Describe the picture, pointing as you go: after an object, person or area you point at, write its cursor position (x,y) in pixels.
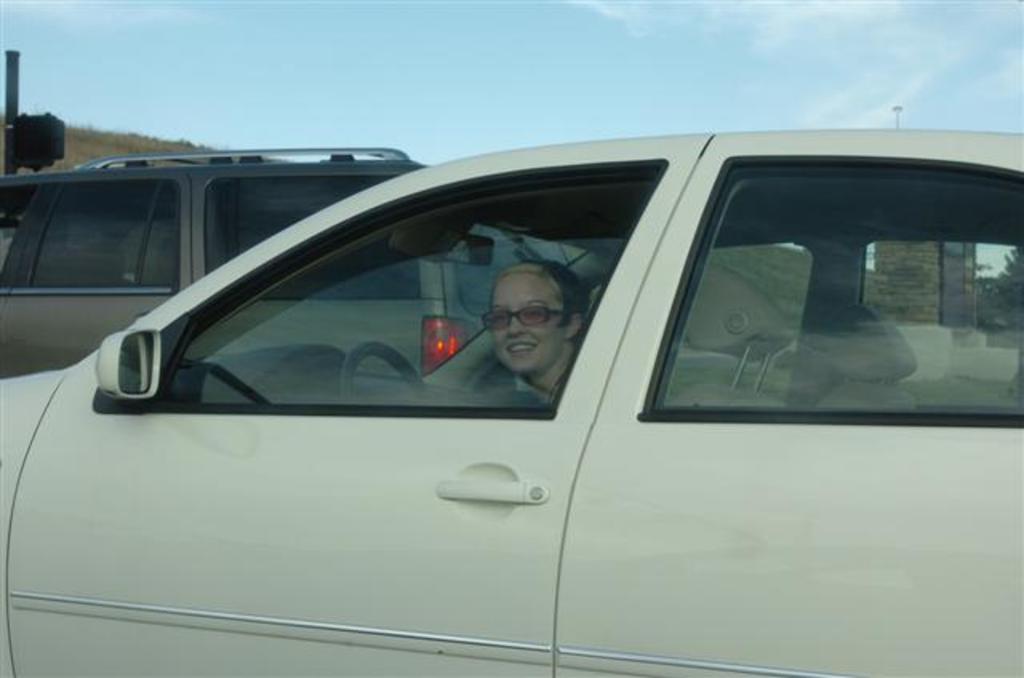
In this image I can see few vehicles (169,385). In front (818,556) the vehicle (699,541) is in white color and I can also see a person (555,282) sitting in the vehicle (455,267), background (157,99) I can see trees (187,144) in green color and the sky (607,62) is in blue color.
